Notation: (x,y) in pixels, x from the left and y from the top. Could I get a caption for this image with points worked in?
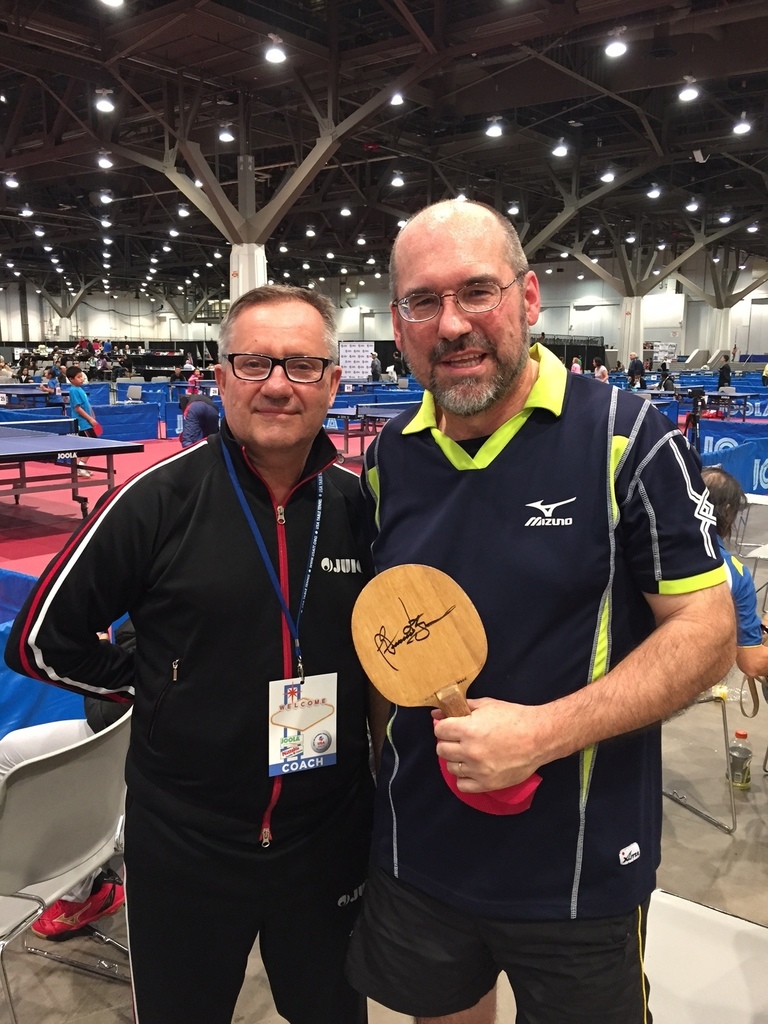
This picture shows two men (247,569) standing here. One of the guys (522,763) is holding a table tennis bat (441,680) in his hand (448,730). Both of them were wearing spectacles (473,301). In the background (648,380), there are number of table tennis courts (73,444) and some lights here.
